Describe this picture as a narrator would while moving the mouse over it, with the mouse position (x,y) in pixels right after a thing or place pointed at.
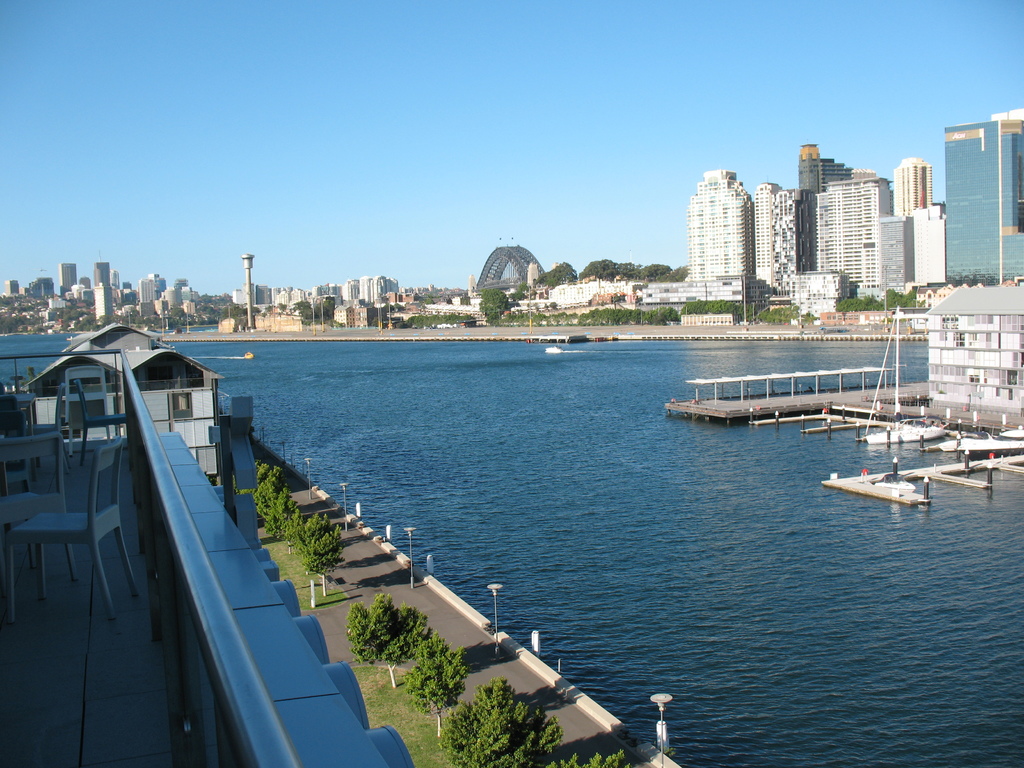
In the middle of the image (614,494) I can see water surface (743,483) and plants (485,709). On the right (736,221) and left side of the image (109,314) I can see the buildings (883,213). In the background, I can see the buildings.
